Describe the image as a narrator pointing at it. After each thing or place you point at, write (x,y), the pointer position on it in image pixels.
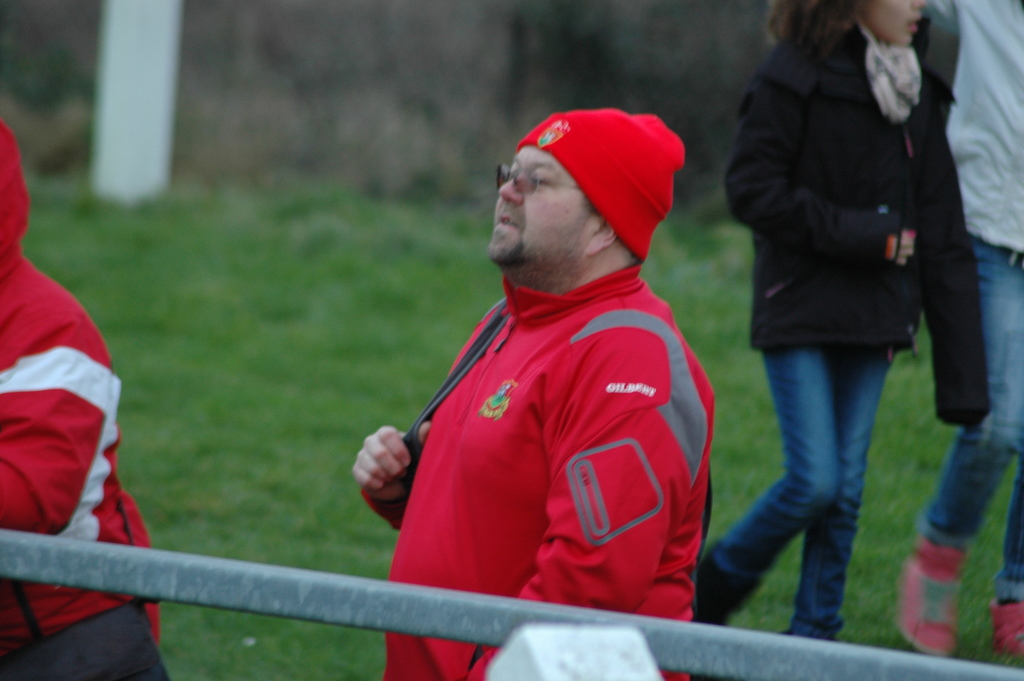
In this image we can see people (585,363). At the bottom of the image (287,635) there is grass (250,412). There is a pole (116,176).
